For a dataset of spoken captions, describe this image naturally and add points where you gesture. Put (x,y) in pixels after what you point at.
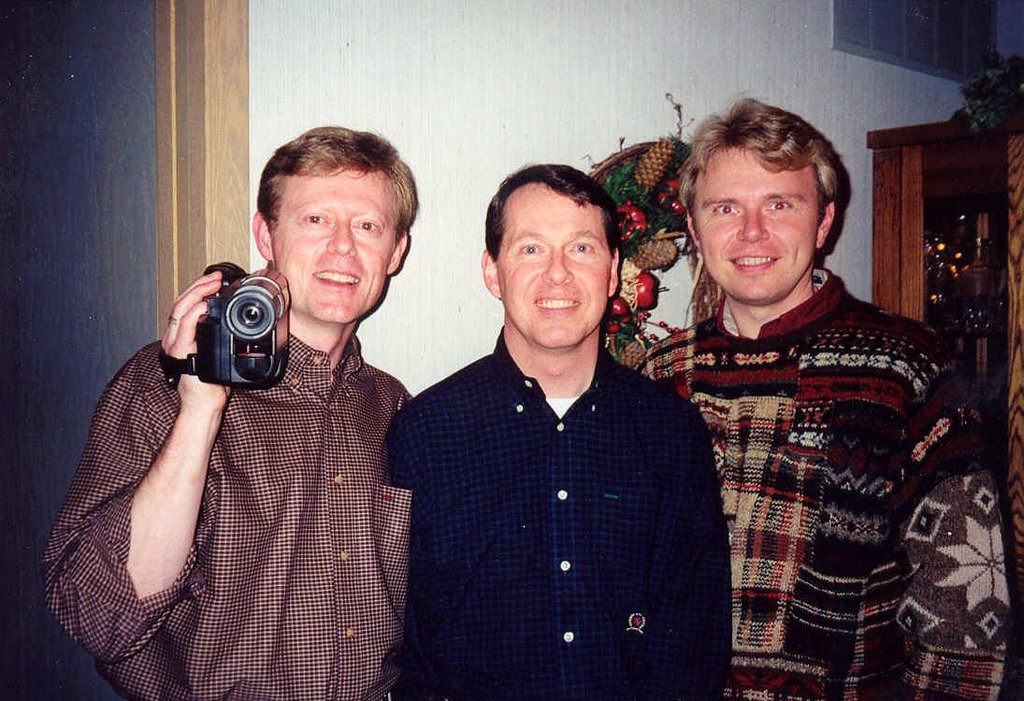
There are three persons (495,424) standing and smiling. One person (299,457) is holding a camera recorder (212,334). At background (656,247) I can see some object (641,211) attached to the wall (661,97). At the right side (900,179) it looks like a wardrobe (954,220).
